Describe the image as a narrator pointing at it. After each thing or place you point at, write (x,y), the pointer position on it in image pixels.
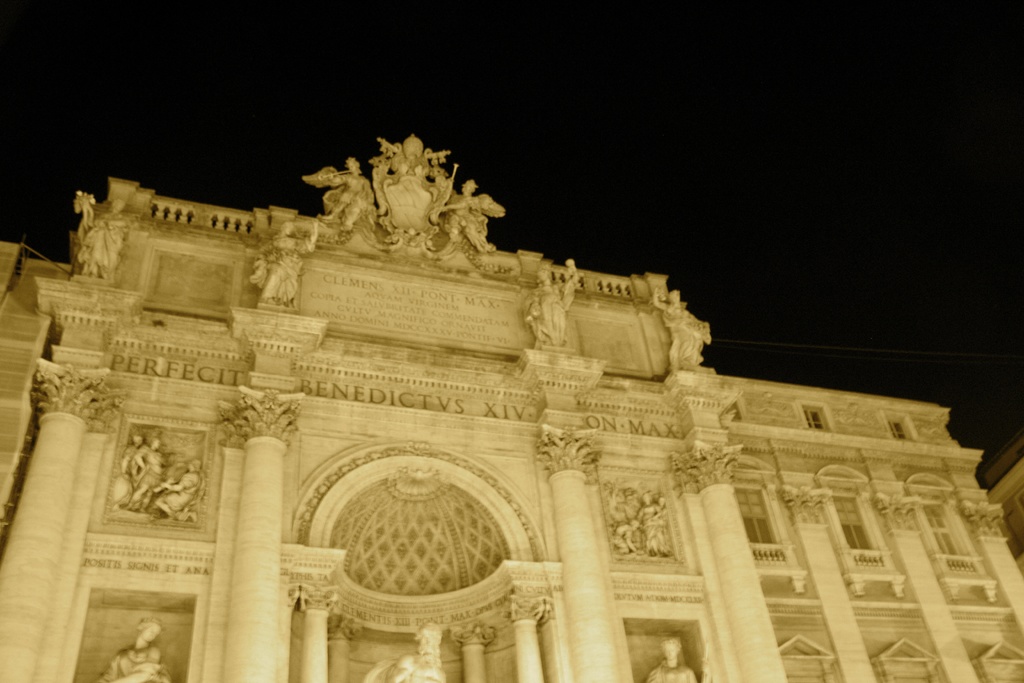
We can see building (785,480) and pillars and we can see statues (357,199) on this building (465,539). In the background (663,190) it is dark.
